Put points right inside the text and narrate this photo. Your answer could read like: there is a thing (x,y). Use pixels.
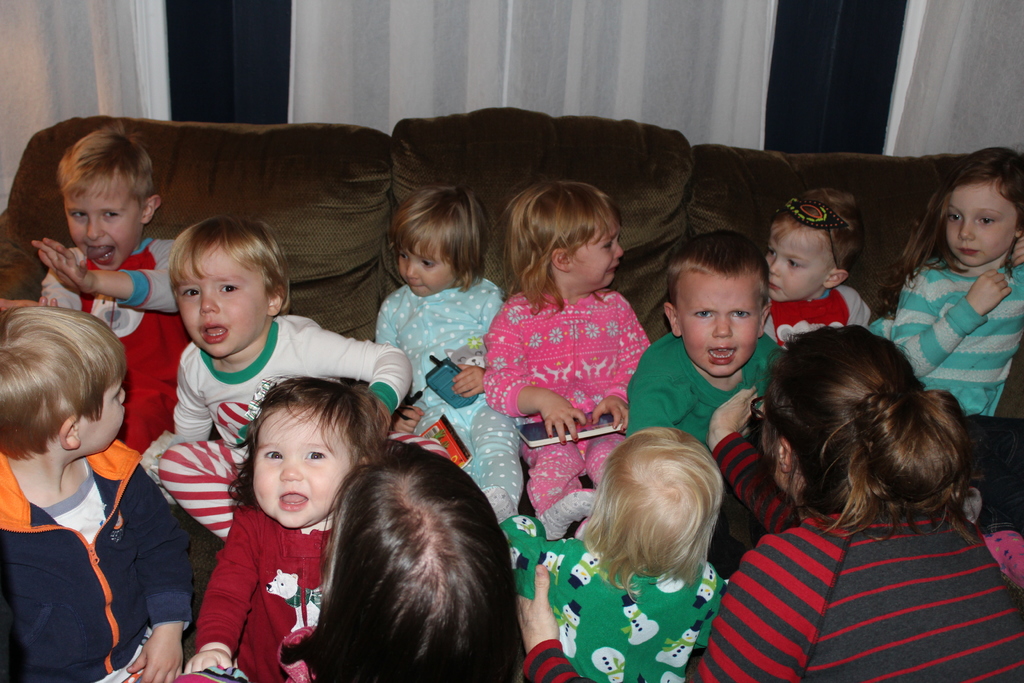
This image is clicked inside a room (473,305). There is curtain (638,71) at the top (701,3). There is a sofa (642,221) in the middle (630,295). On that there are so many children (572,414) sitting. On the right side (735,442) there is a woman (840,339). Children (503,394) are holding mobile phones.
